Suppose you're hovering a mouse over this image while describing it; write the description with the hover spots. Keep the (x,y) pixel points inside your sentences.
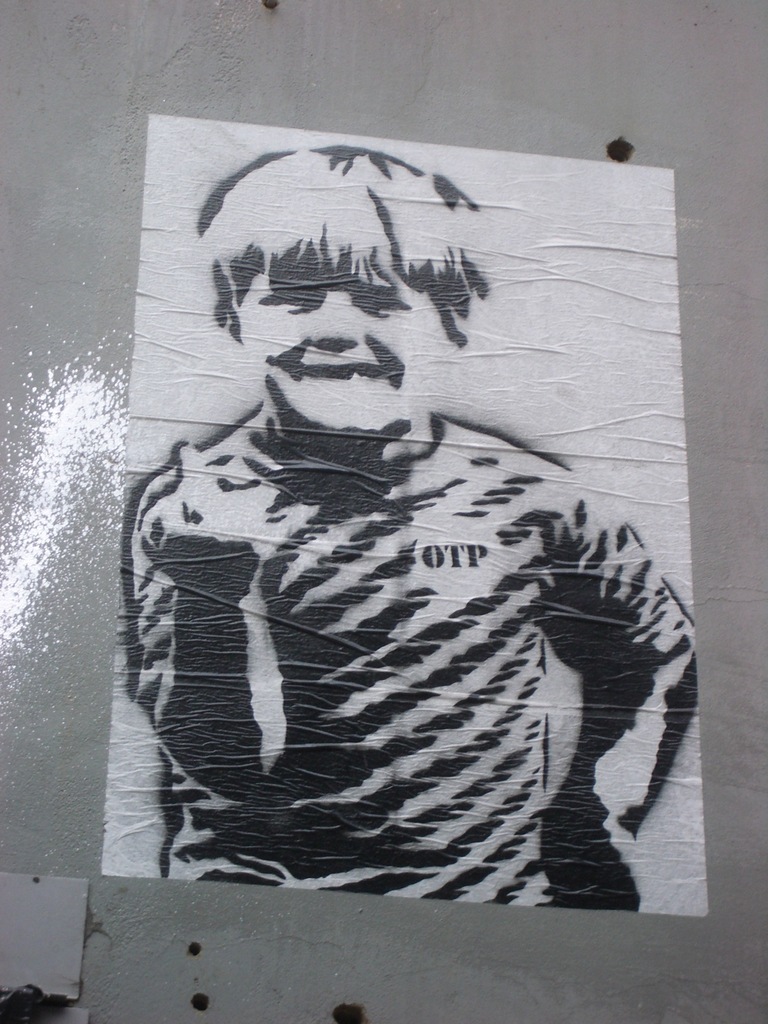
In this picture we can see a painting (453,589) on the wall (544,920).
